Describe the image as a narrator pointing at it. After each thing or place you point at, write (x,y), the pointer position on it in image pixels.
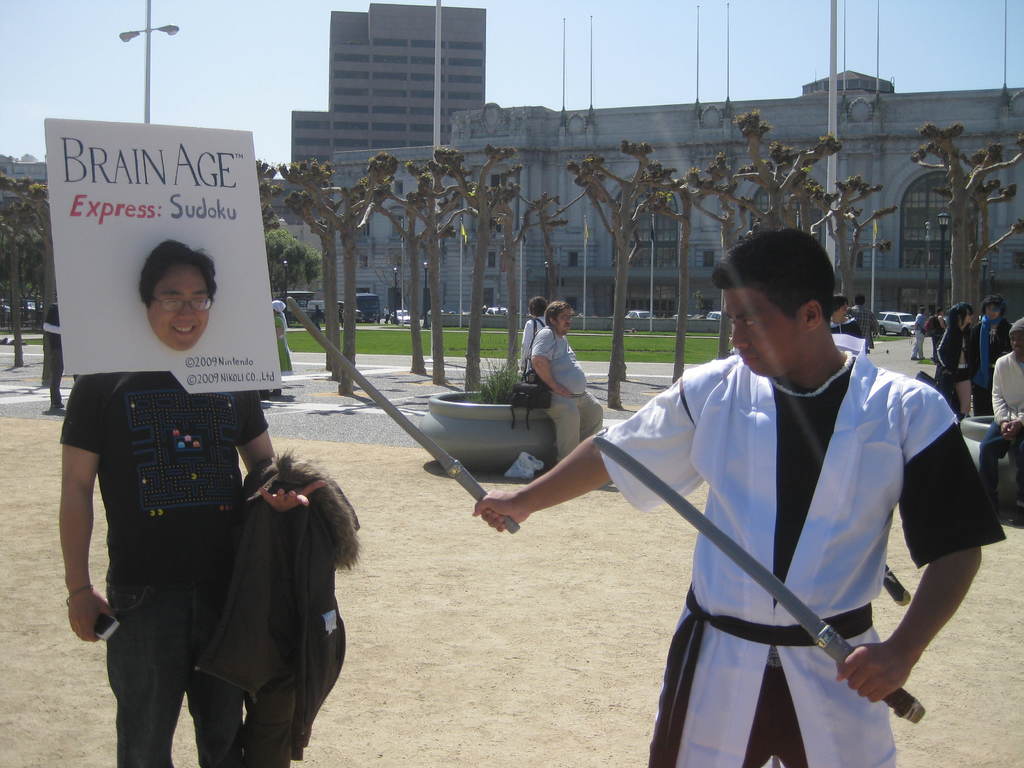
In this image, we can see a person (752,409) wearing a coat (765,467) and holding swords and there is another person (213,581) holding a coat (252,551) and a mobile (110,621) and wearing a board (213,339). In the background (611,210), there are trees (474,193) and we can see buildings (499,112), lights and poles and there are some other people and we can see a flower pot (493,386). At the bottom (408,635), there is a ground (368,648).
